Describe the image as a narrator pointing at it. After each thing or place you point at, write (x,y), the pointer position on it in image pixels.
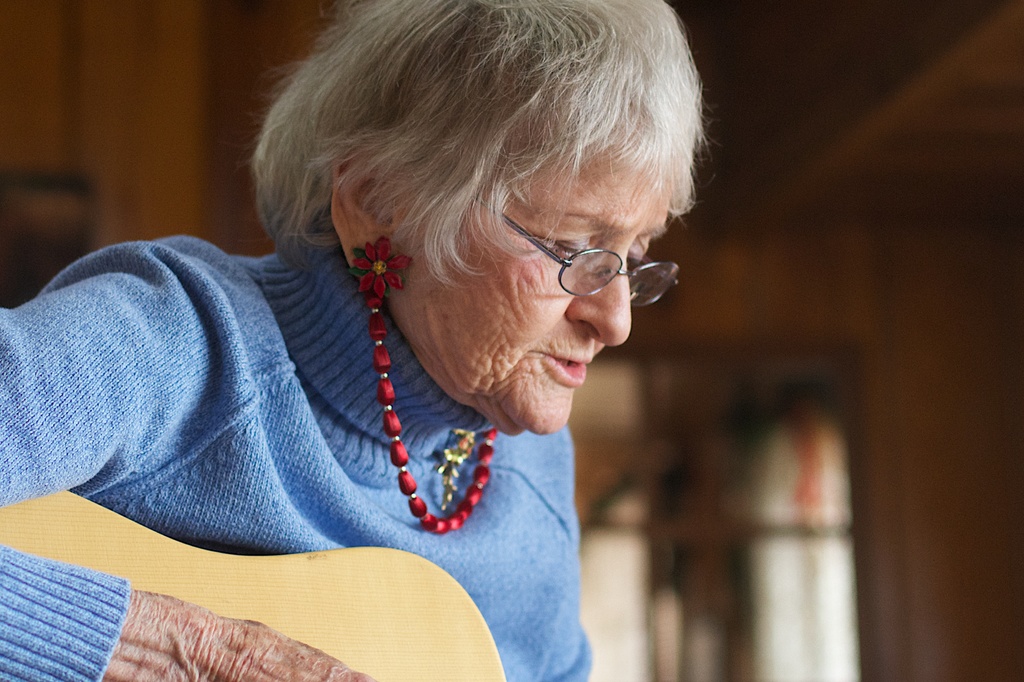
This image consists of a woman (470,435) who is wearing blue color dress (367,346) and red chain (382,388). She is holding a guitar (232,606) and she is playing it. She is wearing specs (594,285).
